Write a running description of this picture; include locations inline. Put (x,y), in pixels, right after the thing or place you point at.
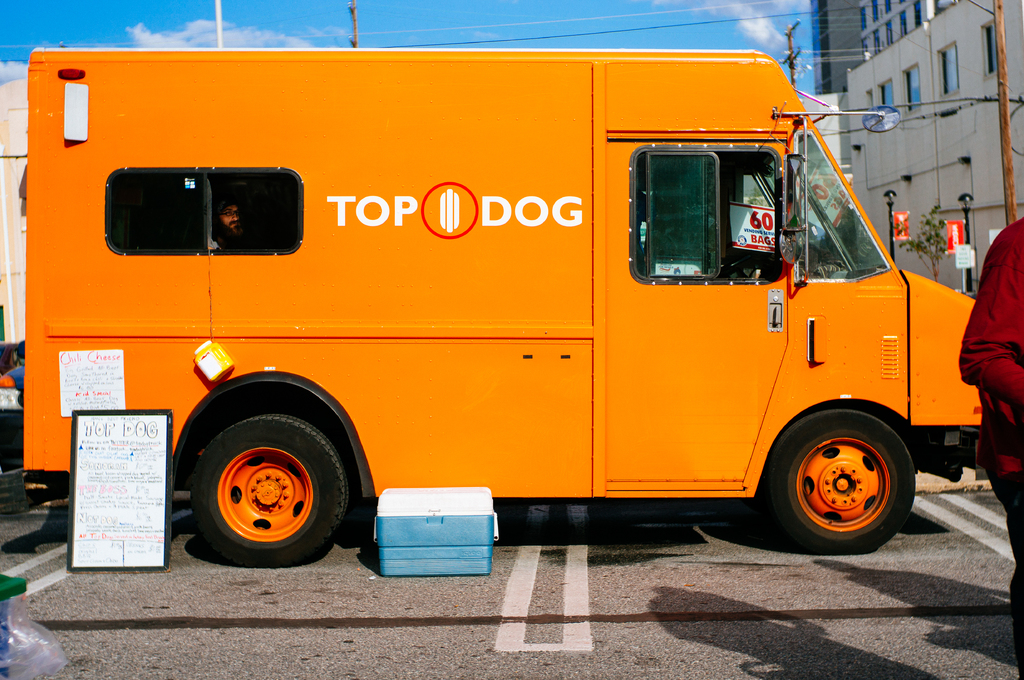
This picture is clicked outside the city. In the middle of the picture (518,292), we see a van (537,194) in orange color is parked on the road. Beside that, we see a board (150,491) in white color with some text (112,527) written on it. Beside that, we see a box (391,530) in white and blue color. On the right side (1009,285), we see a person (994,302) who is wearing the maroon shirt (1009,340) is standing. Behind him, we see electric pole (1001,72), light poles (967,215) and wire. In the background (926,183), we see the buildings (938,192) and boards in red color. On the left side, we see a building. At the top (549,10), we see the sky (452,16), which is blue in color.
